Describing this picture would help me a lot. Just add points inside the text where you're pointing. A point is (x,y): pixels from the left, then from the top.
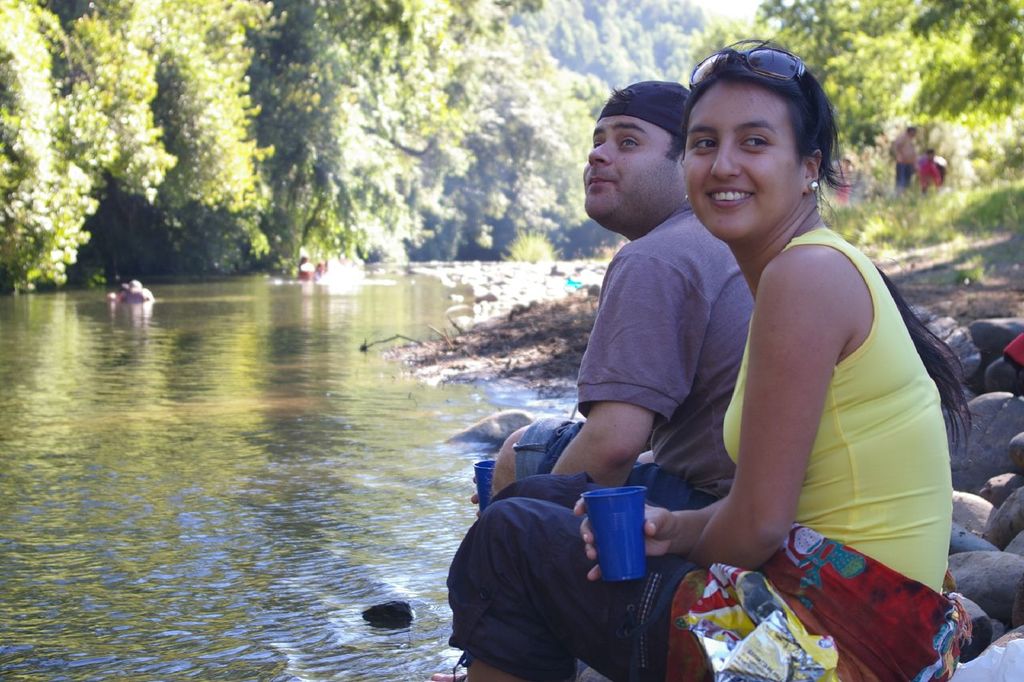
In this image, we can see a man (652,332) and woman (687,520) are sitting. Here a woman (777,526) is holding a glass (617,521) and smiling. On the right side (884,176), we can see stones (1017,419), plants (840,210) and few people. On the left side (122,614), we can see the water (112,484). Background (366,259) there are so many trees (1001,123) and plants (1023,89). Here we can see few people (118,300) are in the water (224,309).
